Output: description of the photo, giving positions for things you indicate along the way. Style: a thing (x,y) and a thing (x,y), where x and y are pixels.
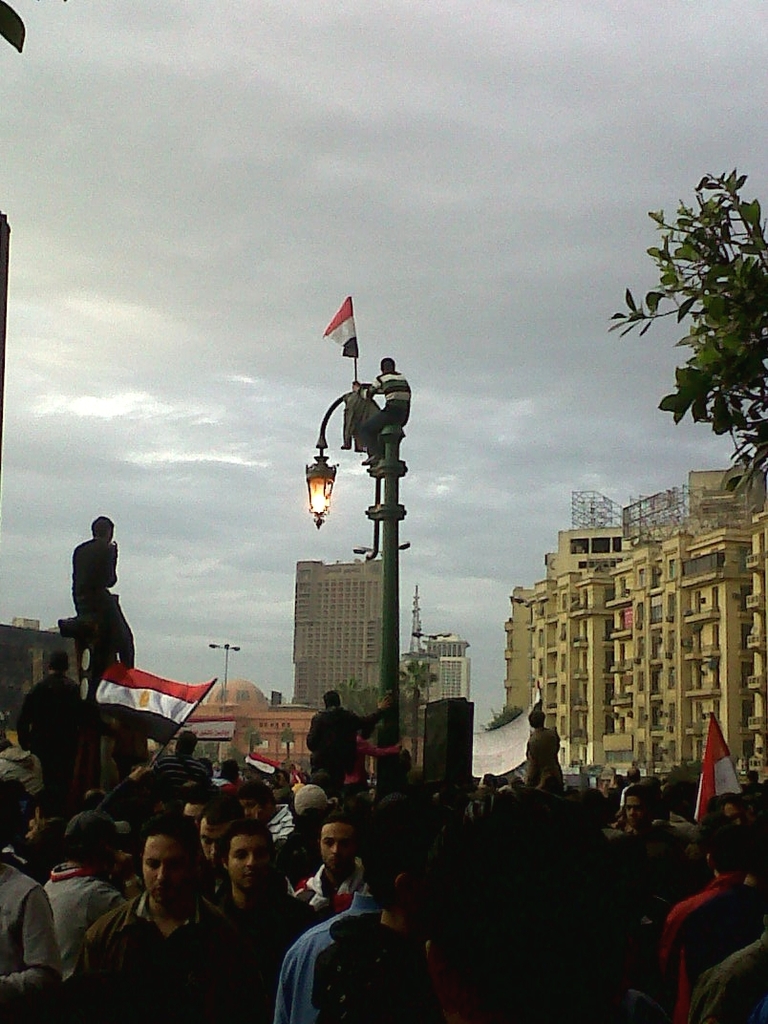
In this image, on the right side (721,822), we can see group of people (721,822), flags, person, trees (753,199). On the left side (173,884), we can also see a person (27,933), a group of people (75,730), flag (172,709). In the middle of the image (380,680), we can see a person (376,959), street light (392,743), a group of people (357,742). In the background (439,674), we can also see buildings (745,676). At the top (541,209), we can see a sky (541,209) which is cloudy.
